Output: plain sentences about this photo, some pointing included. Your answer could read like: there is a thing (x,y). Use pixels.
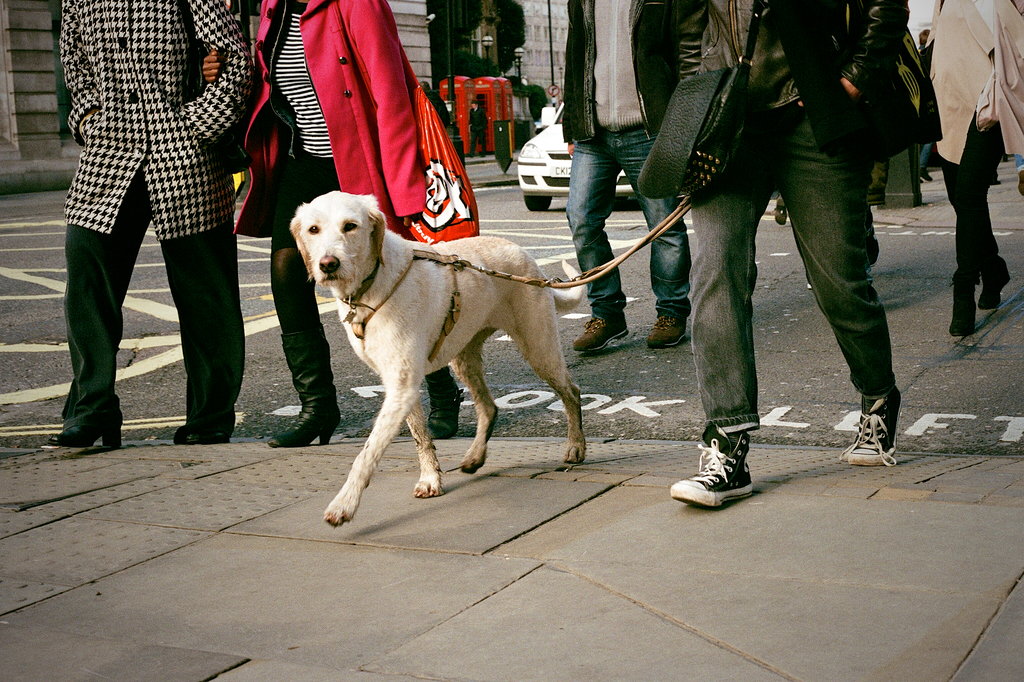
In this image we can see few people (953,66) walking on the road (773,248) and a dog (537,333) walking on the pavement (202,563) and in the background (51,67) there is a building (494,25), red color objects (509,85), few lights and a car (538,138) on the road (644,264).
